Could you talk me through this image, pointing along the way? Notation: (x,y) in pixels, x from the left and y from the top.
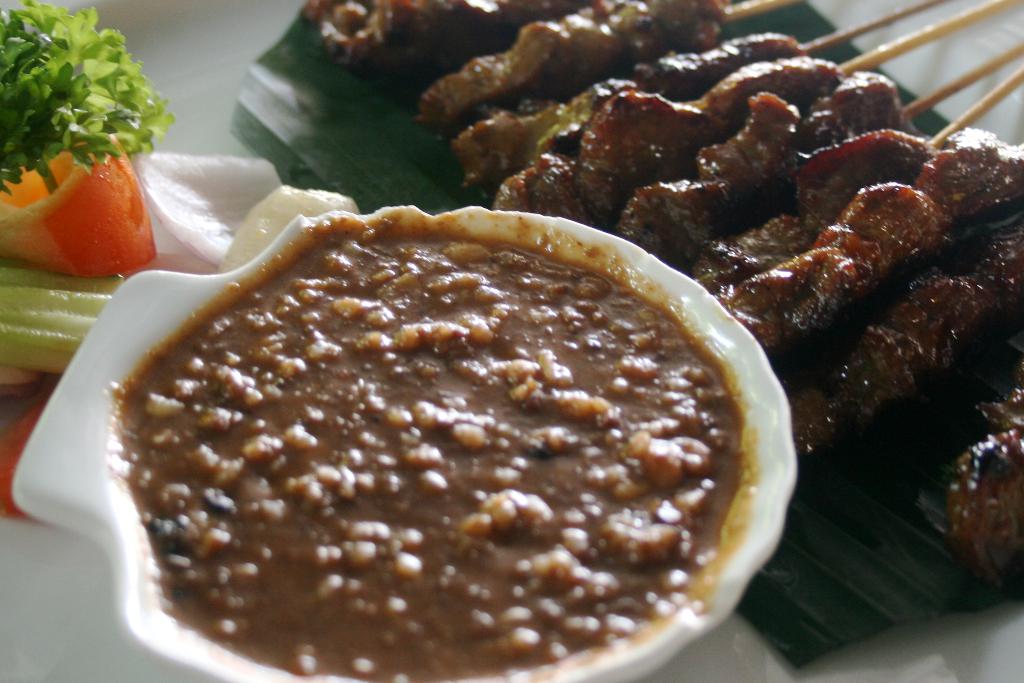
In this image there is a table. On the left side (186,158), there is a salad (87,224). There is a cup (244,672) with some sauce (448,427). There are Seekh Kebabs (580,122) on the right side (813,108).
